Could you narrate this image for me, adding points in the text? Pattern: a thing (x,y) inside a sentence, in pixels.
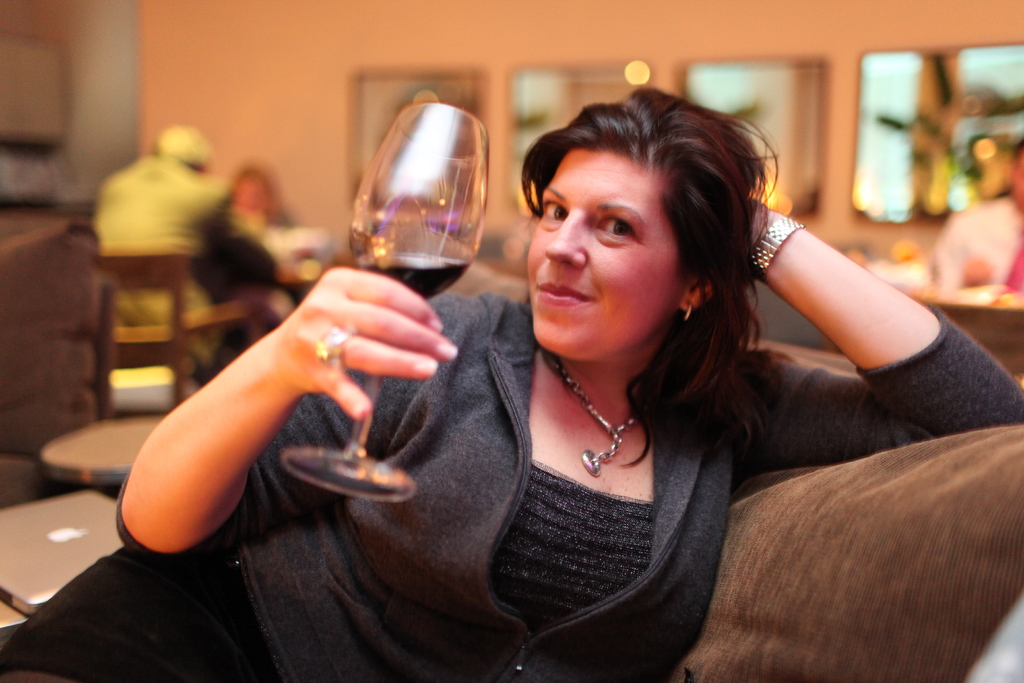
In this picture there is a woman (546,401) holding a glass (411,245) in her hand (417,338). She is sitting. There is a laptop (60,498). There is a man (201,204) sitting on the chair (151,265).
